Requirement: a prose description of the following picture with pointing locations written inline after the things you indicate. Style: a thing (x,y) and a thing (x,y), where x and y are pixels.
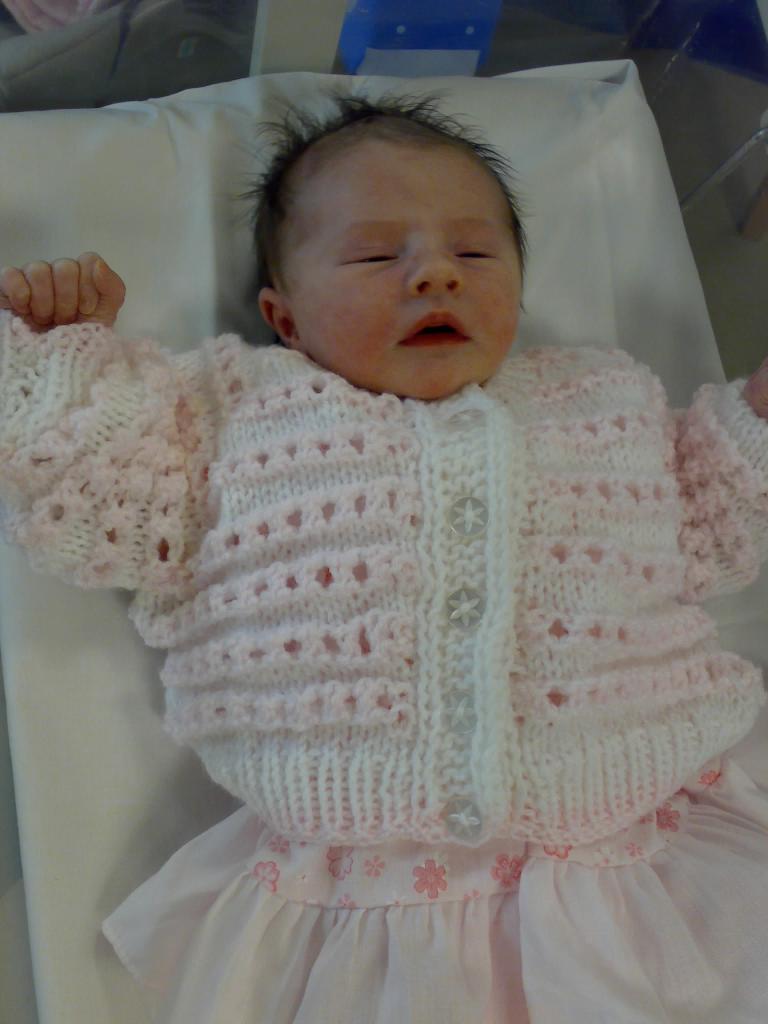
In this picture I can see a baby (522,524), this baby (455,634) is wearing the dress (363,859).
